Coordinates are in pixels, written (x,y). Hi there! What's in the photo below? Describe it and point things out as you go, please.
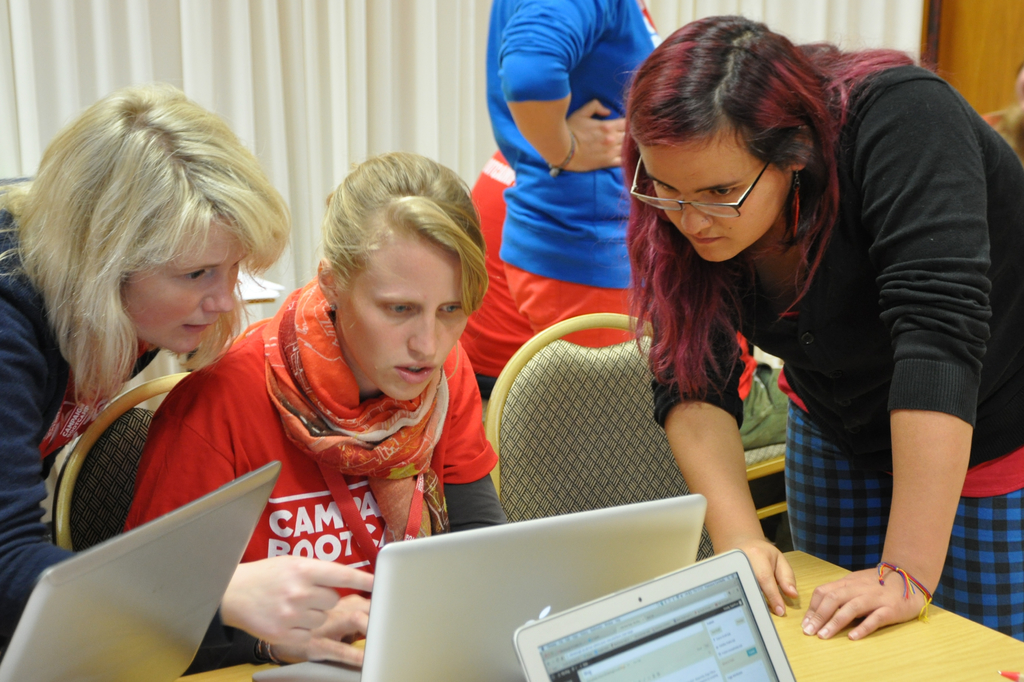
This image consists of table (198,679) and chairs (122,499). On that table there are laptops (659,608). People (111,229) are sitting on chairs (504,467). There is curtain (321,88) at the top (218,94). It is in white color.
